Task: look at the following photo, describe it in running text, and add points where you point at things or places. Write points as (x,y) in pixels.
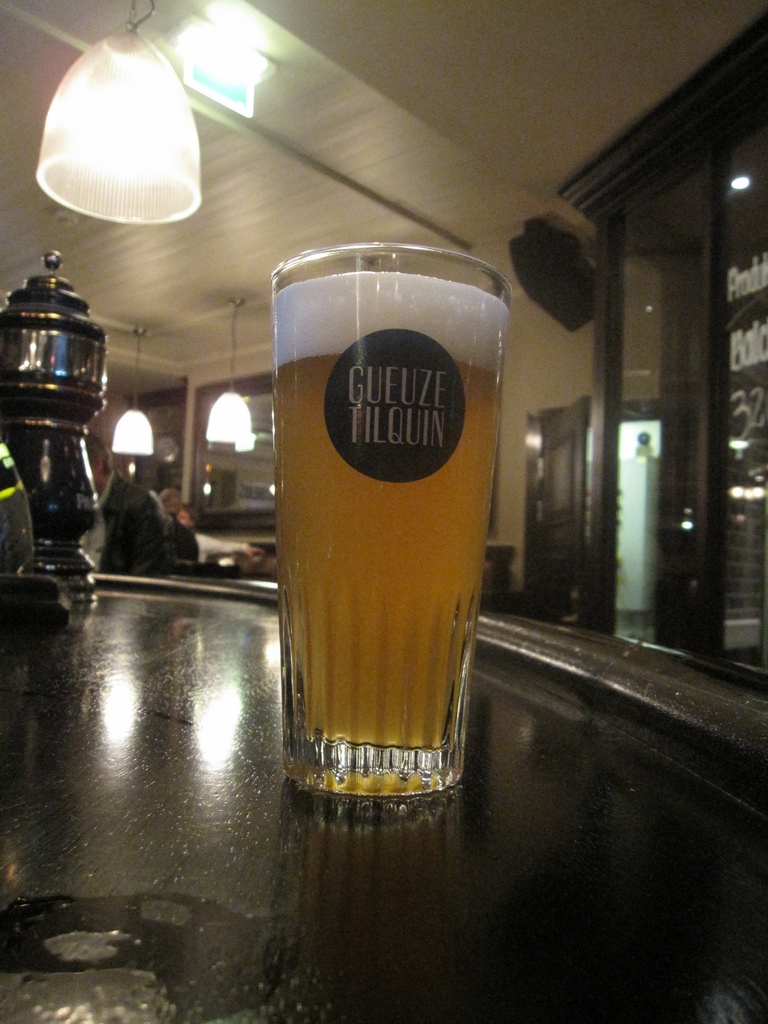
In this picture we can see a glass (342,434) with some liquid (353,468) on an object (252,815). Behind the glass (359,494) there is a wall (251,369) and a glass door (724,341) and at the top (102,111) there are lights (102,111).
